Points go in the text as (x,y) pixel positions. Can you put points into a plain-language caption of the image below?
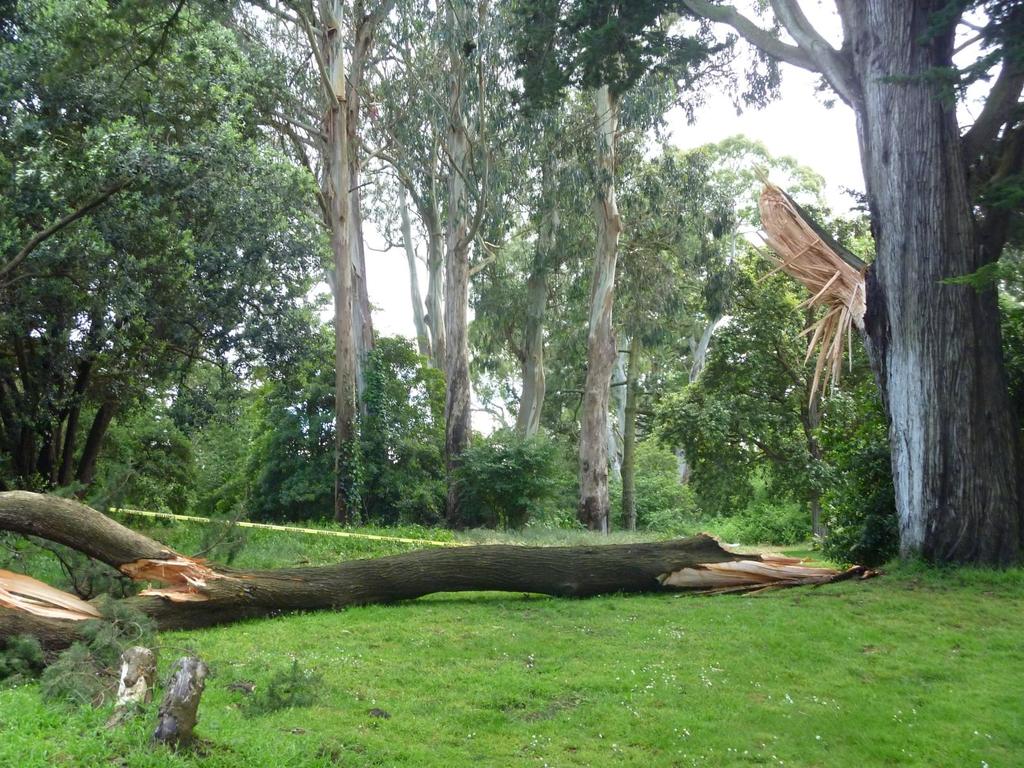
This picture shows the view of the forest (268,648). In the front (163,629) we can see a broken tree trunk (405,564) lying on the ground (605,633). Behind we can see many huge trees (914,302).
